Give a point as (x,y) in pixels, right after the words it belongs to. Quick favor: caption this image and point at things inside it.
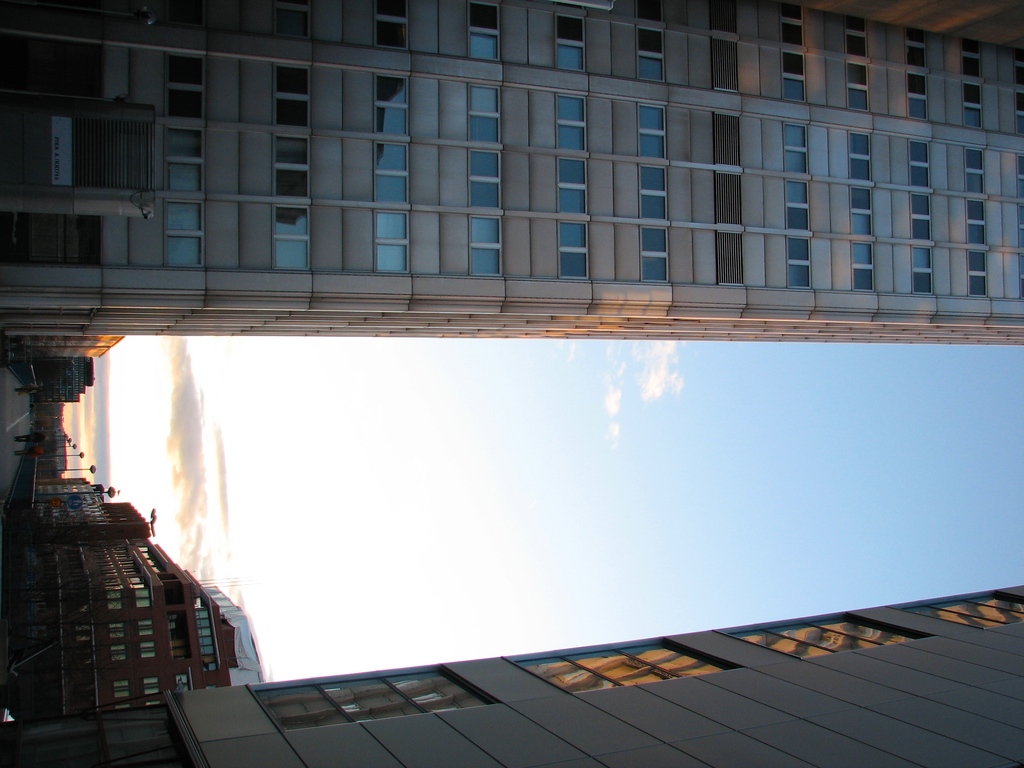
In the center of the image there are people (37,451) walking on the road (10,431). There are street lights (62,455). In the background of the image (64,453) there are buildings (208,602) and sky (439,487).
